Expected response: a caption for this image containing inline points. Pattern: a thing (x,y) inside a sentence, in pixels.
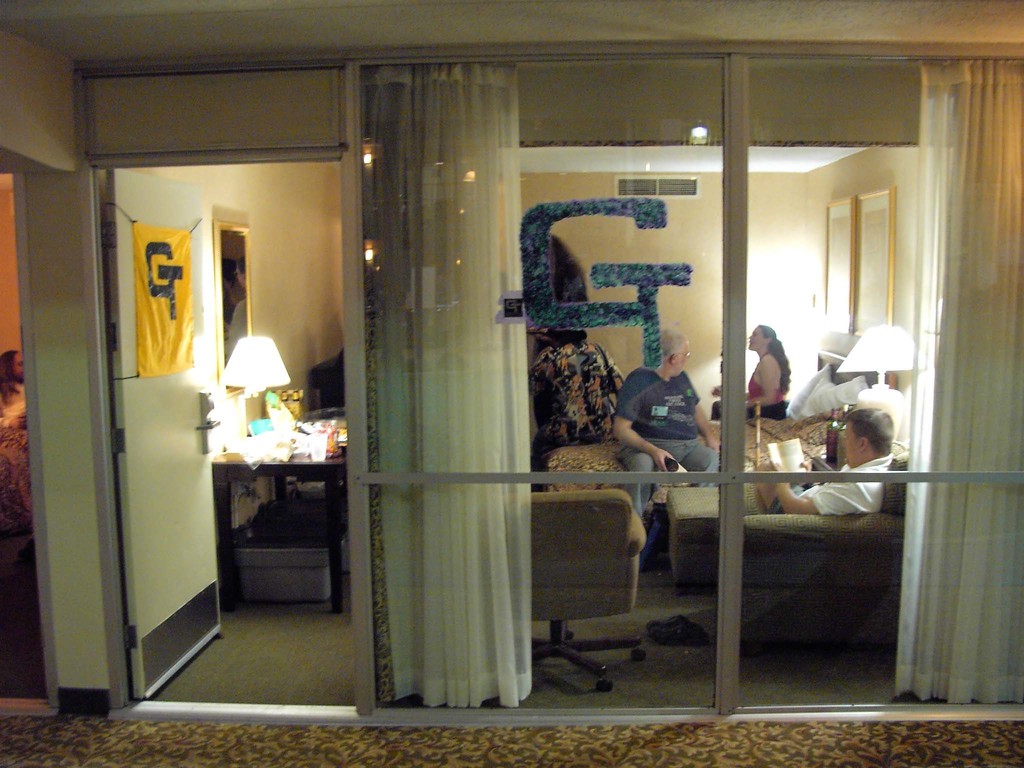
There is an old man (673,396) and a woman (771,403) sitting on a bed (792,433) with a lamp (875,390) beside him and a man (820,497) reading book (785,470) sitting on a recliner (837,563). There is lamp (267,383) on a table (273,462) on which things (315,431) are placed on it, beside it there is a mirror (237,301). The door (197,354) has a cloth (167,296) on it. The room (513,275) has glass wall (710,389) with curtains (440,330).
